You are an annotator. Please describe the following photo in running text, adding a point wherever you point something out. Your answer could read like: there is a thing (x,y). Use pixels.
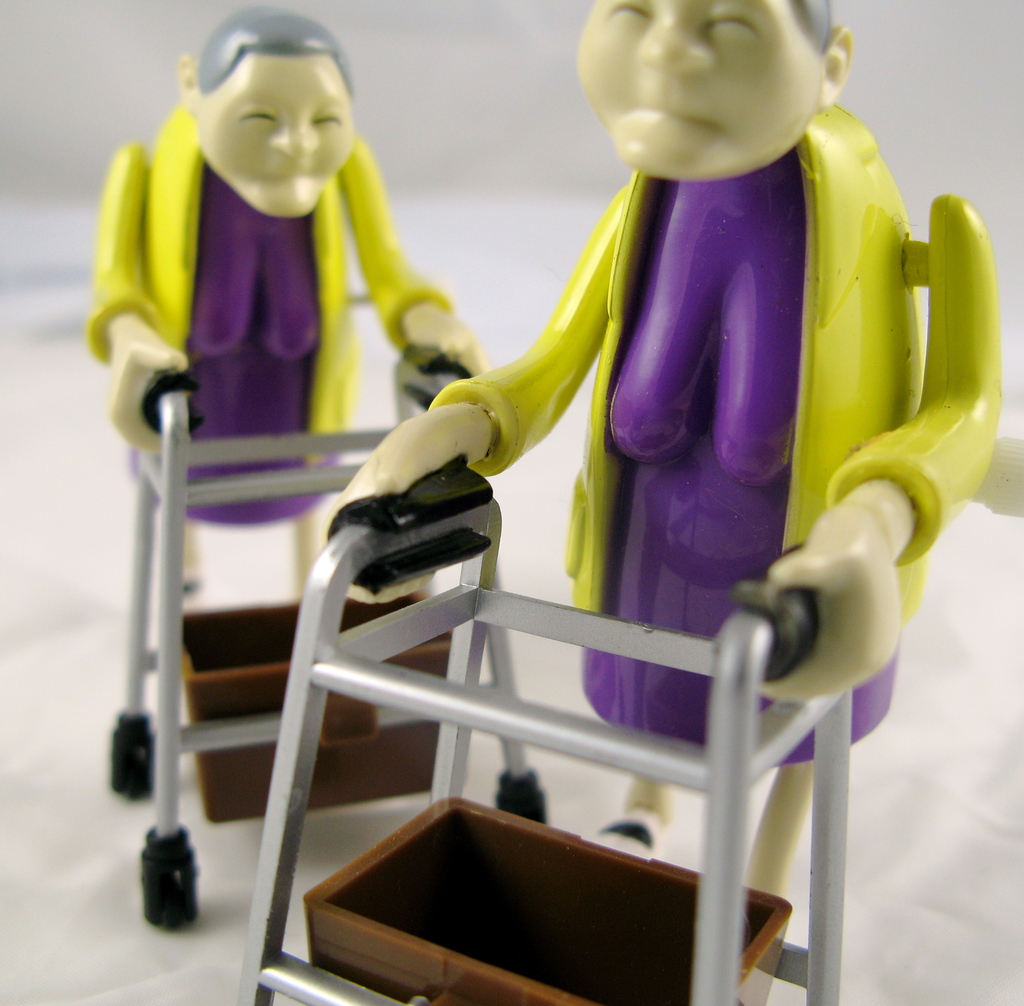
Here we can see two women toys (258,237) holding supporting stands (309,617) to walk on a platform (57,571).
